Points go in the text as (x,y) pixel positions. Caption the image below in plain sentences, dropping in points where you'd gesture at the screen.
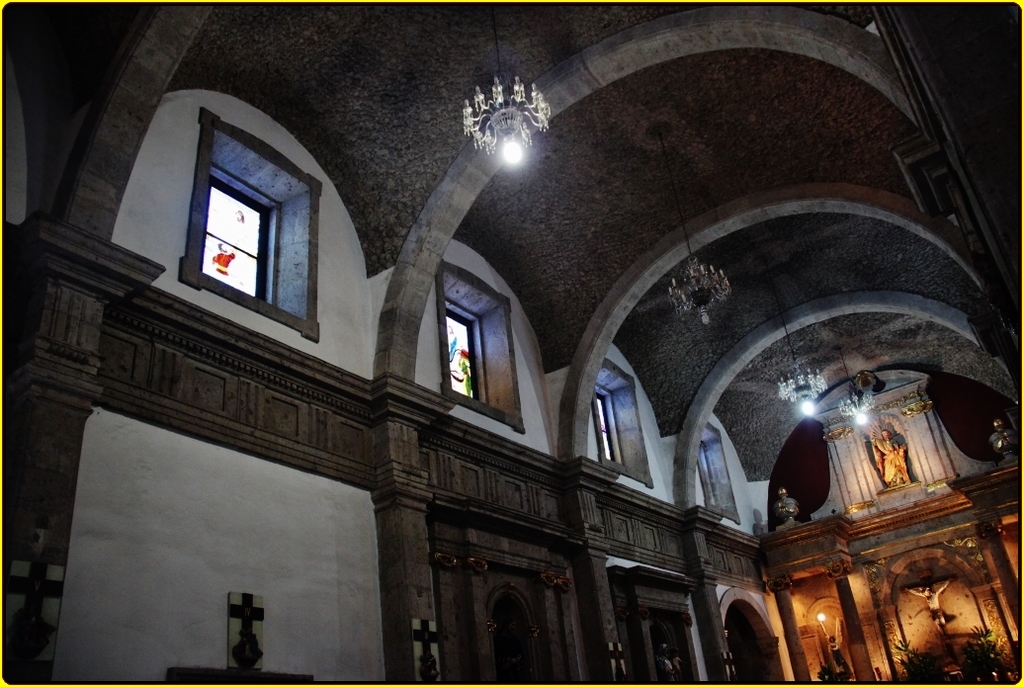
This is the picture of a place where we have some arches (895,597), sculptures (876,460) and some lights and lamps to the roof (480,205).
